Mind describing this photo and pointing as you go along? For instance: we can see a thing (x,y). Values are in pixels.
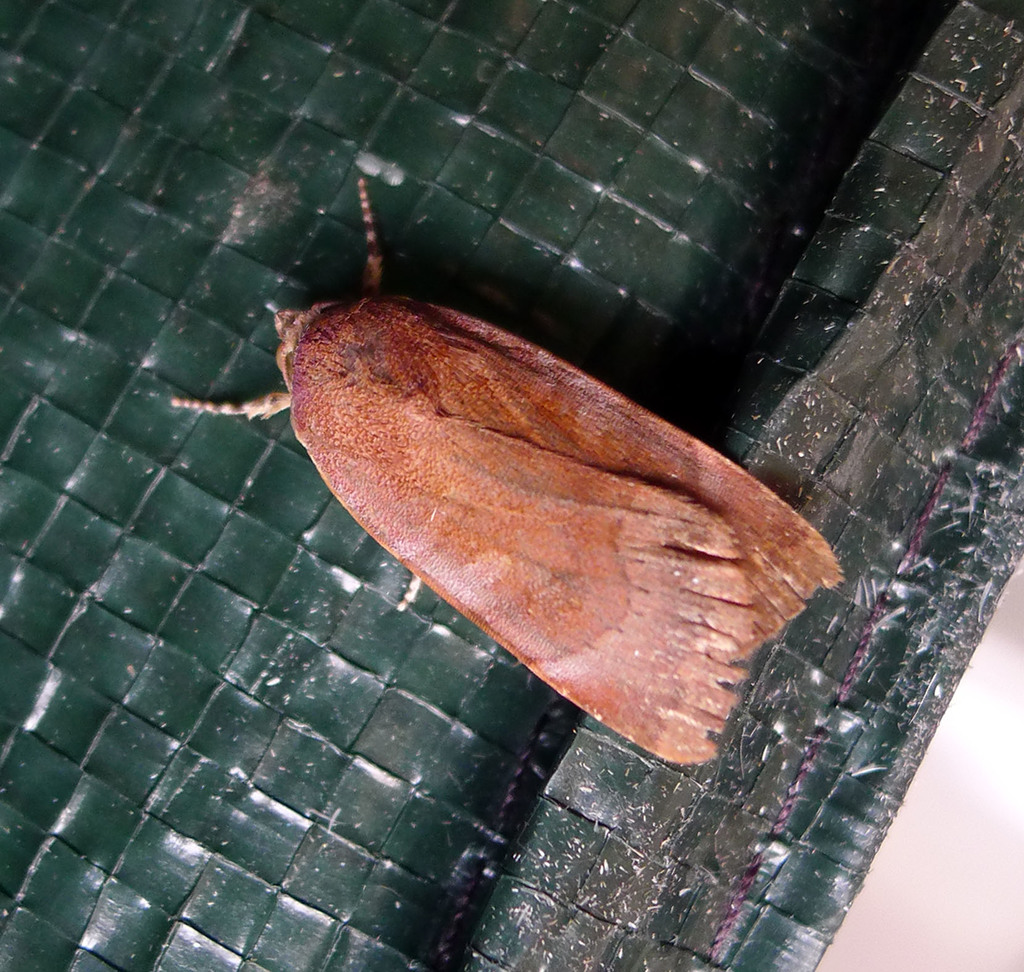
In this image I can see a insect (504,492) which is gold, brown and pink in color is on the green colored surface (588,2).
